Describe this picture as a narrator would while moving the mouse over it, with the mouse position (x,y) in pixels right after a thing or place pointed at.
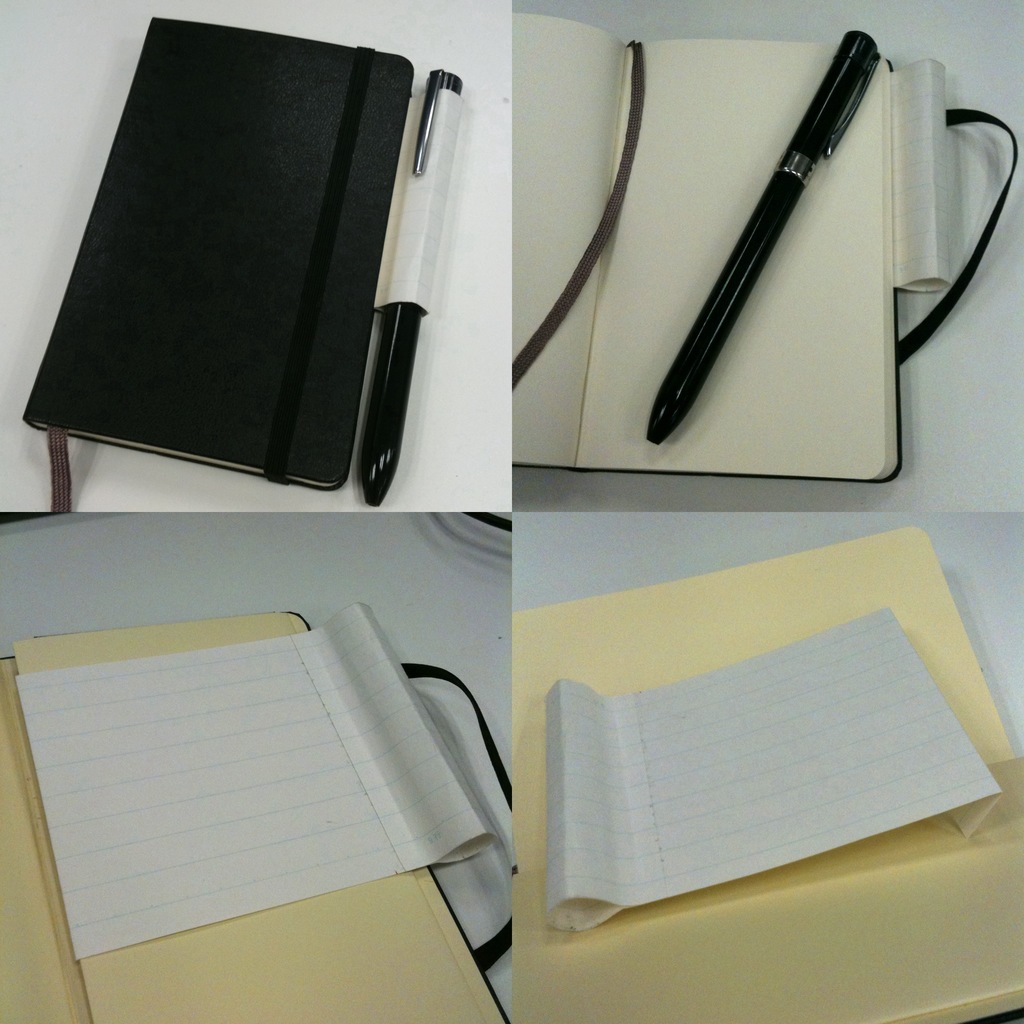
In this picture there is a diary (346,132) and a pen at the top side of the image (513,261) and there is a file (492,740), on which there is a paper (65,782) at the bottom side of the image (81,791).
